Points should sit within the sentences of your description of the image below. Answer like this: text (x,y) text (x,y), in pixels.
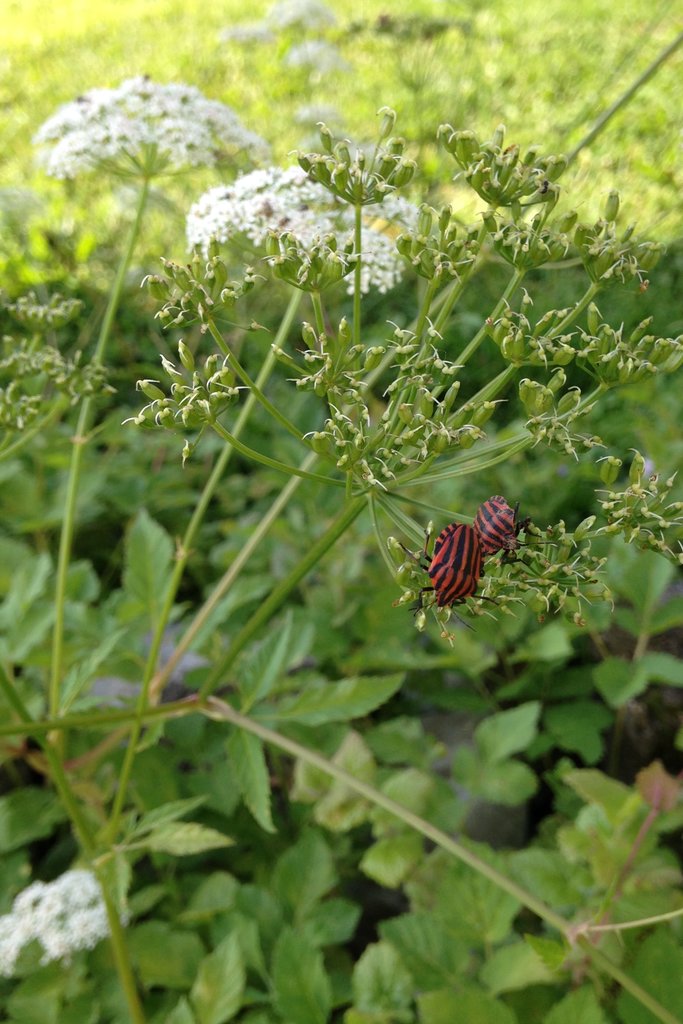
In this image we can see there are plants (249,485) with white flowers (250,229), above the plant (550,538) there are two insects (463,554).
